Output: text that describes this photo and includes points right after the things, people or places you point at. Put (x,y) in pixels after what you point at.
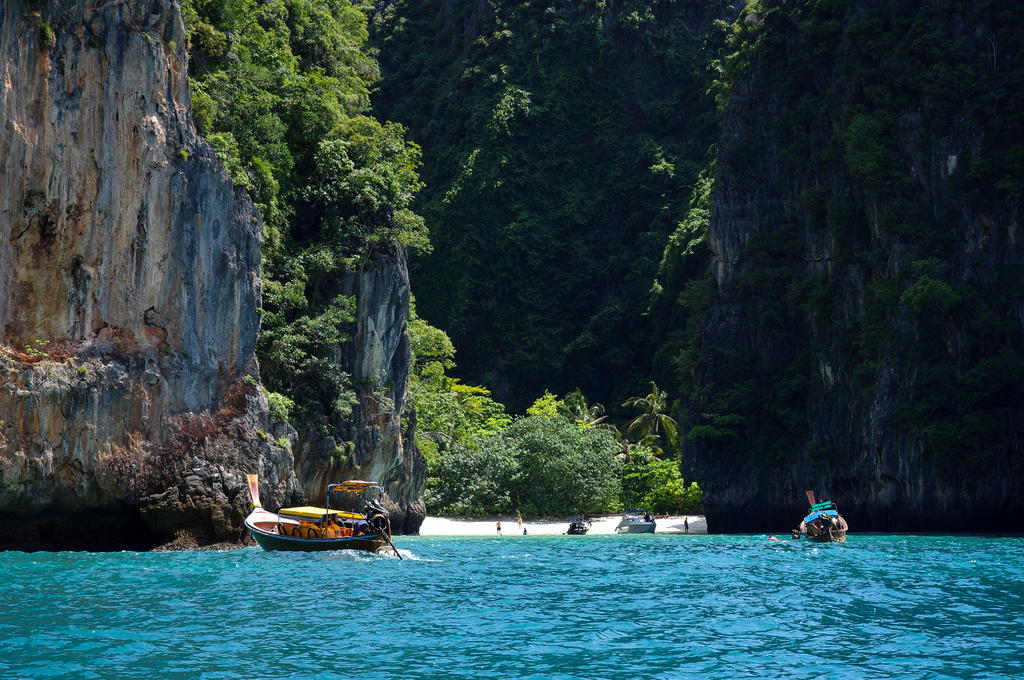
There are boats (805,536) in the sea (699,551) and there are mountains (521,185) which has trees (816,209) on it.
